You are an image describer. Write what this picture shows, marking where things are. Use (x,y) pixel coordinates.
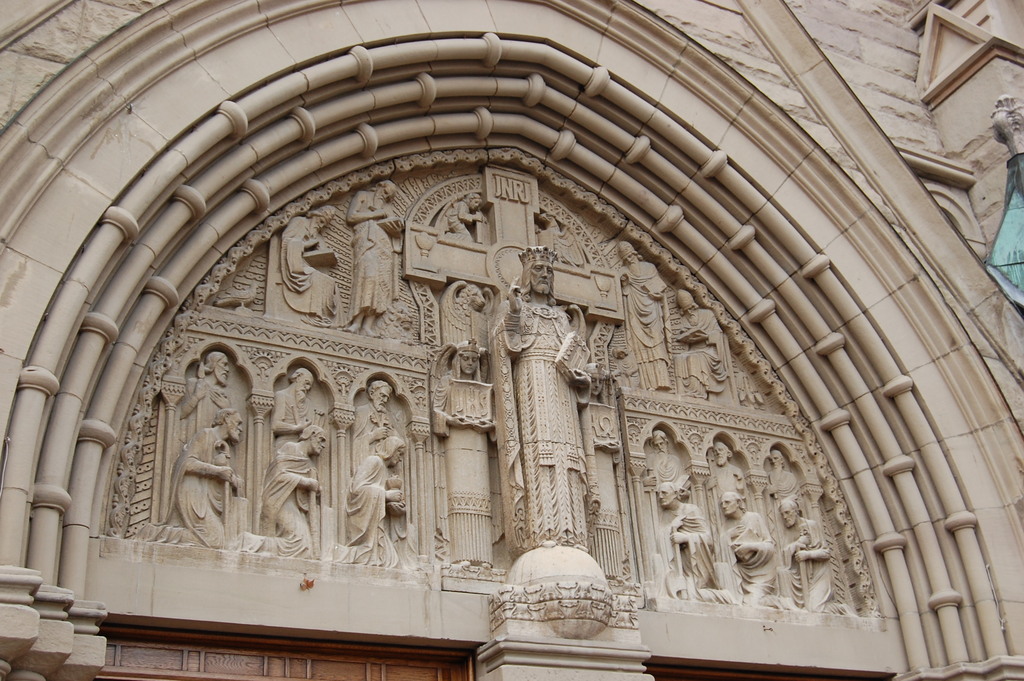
In this image we can see there are some statues (582,490) on the wall (898,362).
